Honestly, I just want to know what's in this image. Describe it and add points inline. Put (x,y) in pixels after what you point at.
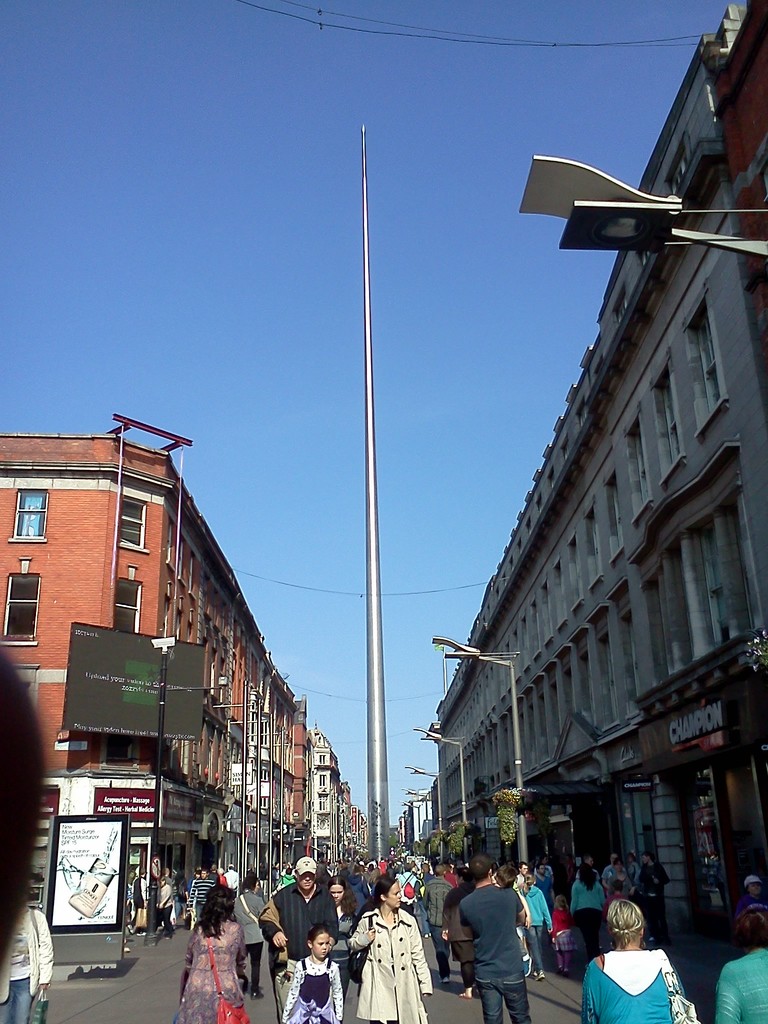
In this picture I can see there is a street (472,1004) and there are few people (378,908) walking in the street (438,989) and there are street light poles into right and there are two women (762,1005) walking at right (742,1000) and there is a pole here at the center (367,350) and there are banners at the left (154,664) and there are buildings (558,619) and they are glass windows (47,516) and the sky (271,14) is clear.
